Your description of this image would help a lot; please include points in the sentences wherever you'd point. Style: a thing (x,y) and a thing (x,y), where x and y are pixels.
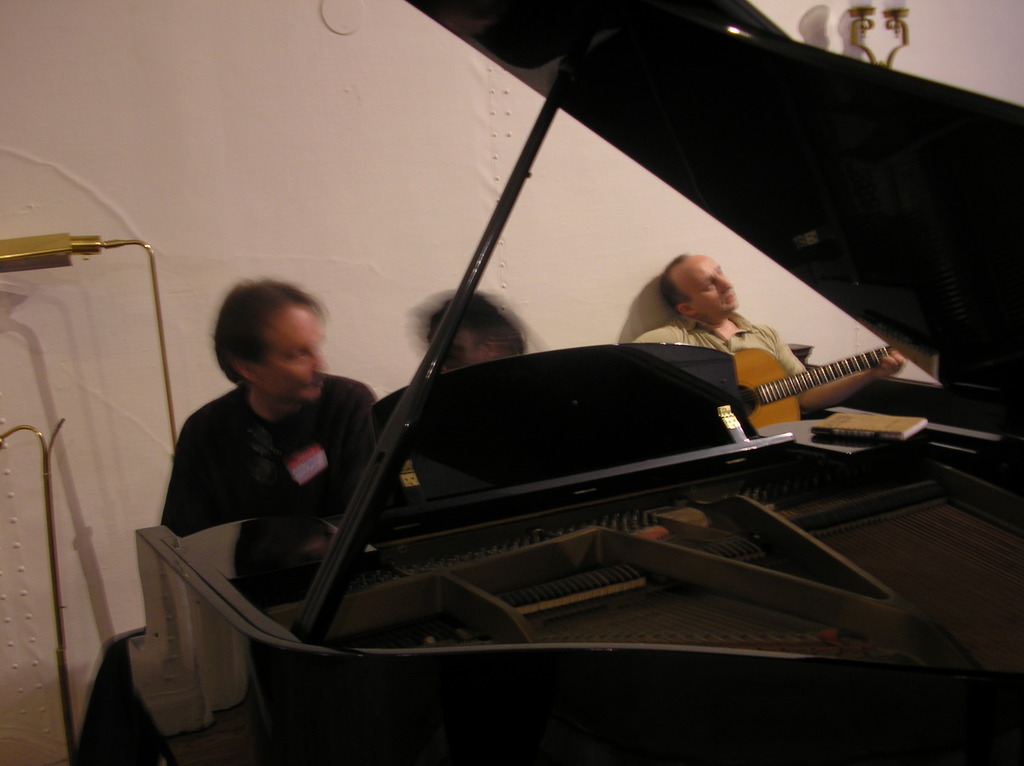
In this image there are three persons (247,340). This image is clicked inside the room (800,584). In the front (716,190) there is a piano (469,584). To the left (229,411), the man (211,442) is sitting and playing the piano (323,518). To the right (745,336), the man (779,358) is sitting and playing guitar (784,388). At the back (214,100), there's a wall (253,138).
